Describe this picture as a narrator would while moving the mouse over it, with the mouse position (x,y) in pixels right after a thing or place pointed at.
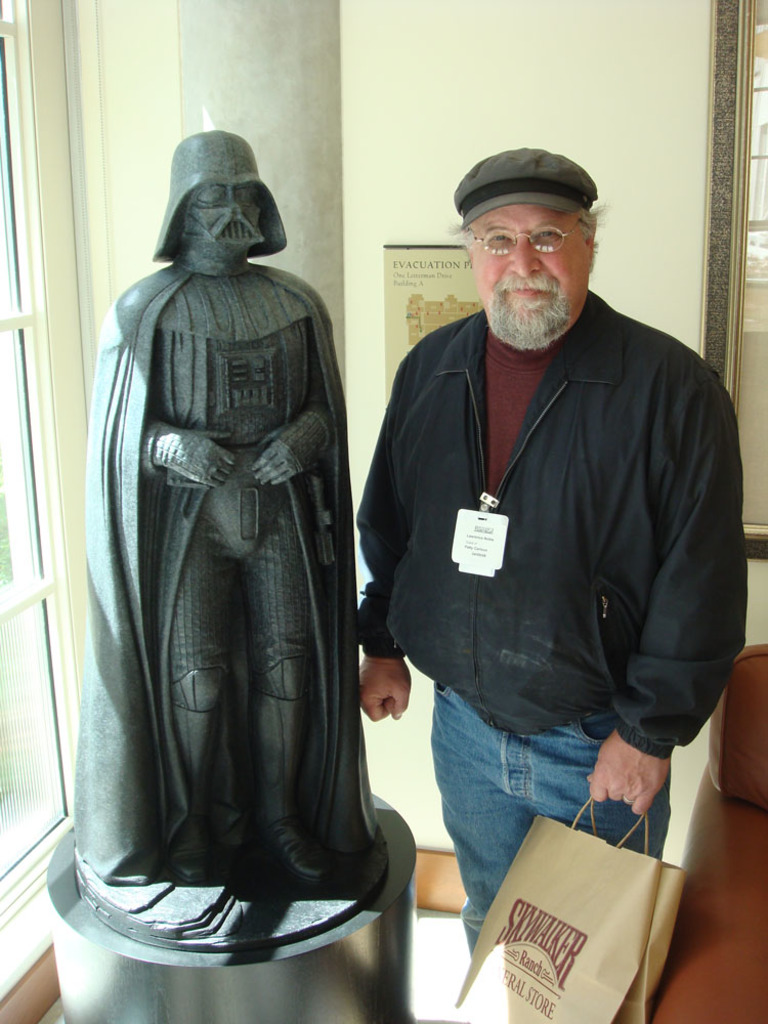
This image is taken indoors. In the background (284,164) there is a wall (356,155) with a poster (397,270) and windows (38,708). On the left side of the image (175,362) there is a statue (270,618). On the right side of the image (748,926) there is a couch (696,848) and a man (540,559) is standing on the floor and he is holding a bag (596,923) in his hands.
